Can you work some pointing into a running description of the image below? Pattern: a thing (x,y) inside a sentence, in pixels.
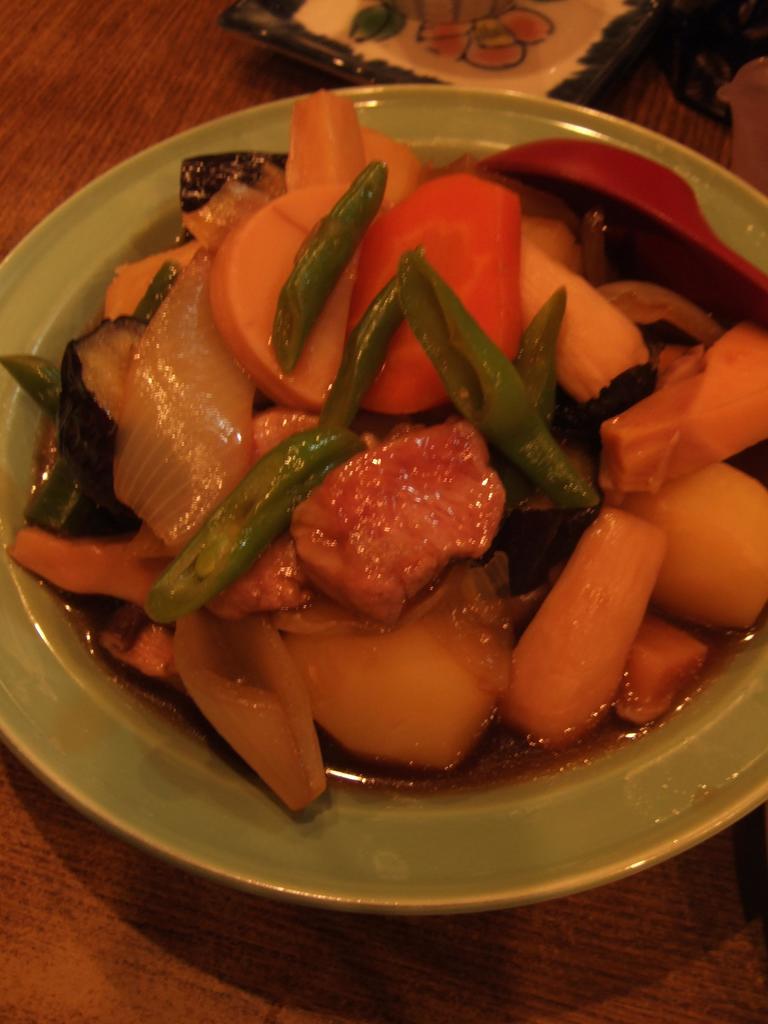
In this image there is a table (137,953), on that table (626,967) there is a plate (225,135), in that plate (125,212) there is a food item (402,411).
